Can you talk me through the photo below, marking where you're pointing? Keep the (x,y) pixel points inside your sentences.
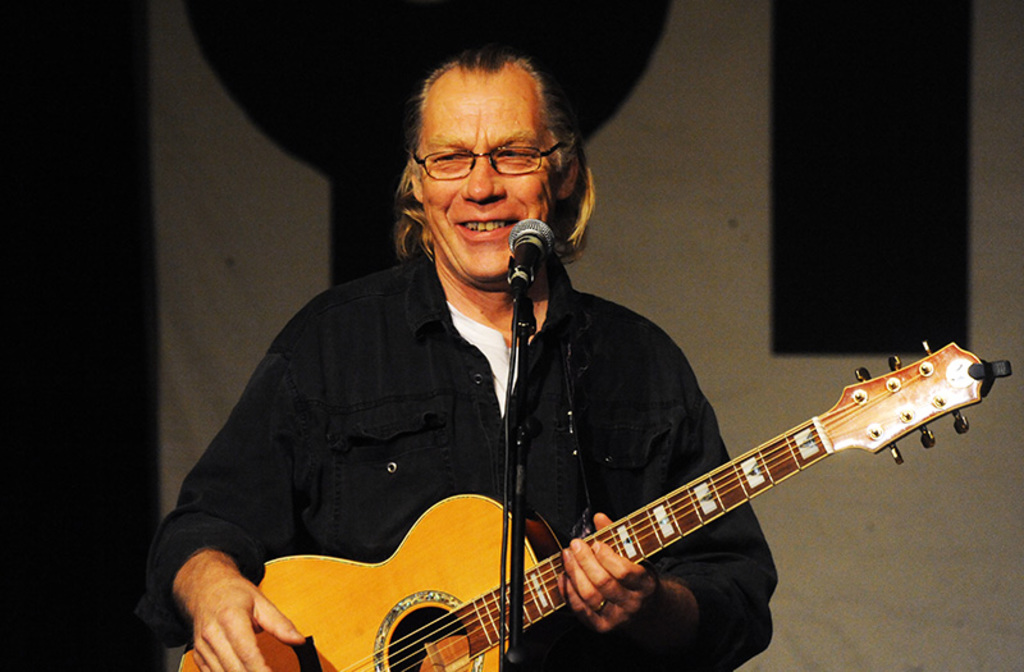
In this picture we can see a man (439,314) wearing spectacles (521,172) and a smile (489,237) on his face (510,213) standing in front of a mike (515,516) and playing guitar (657,546).
